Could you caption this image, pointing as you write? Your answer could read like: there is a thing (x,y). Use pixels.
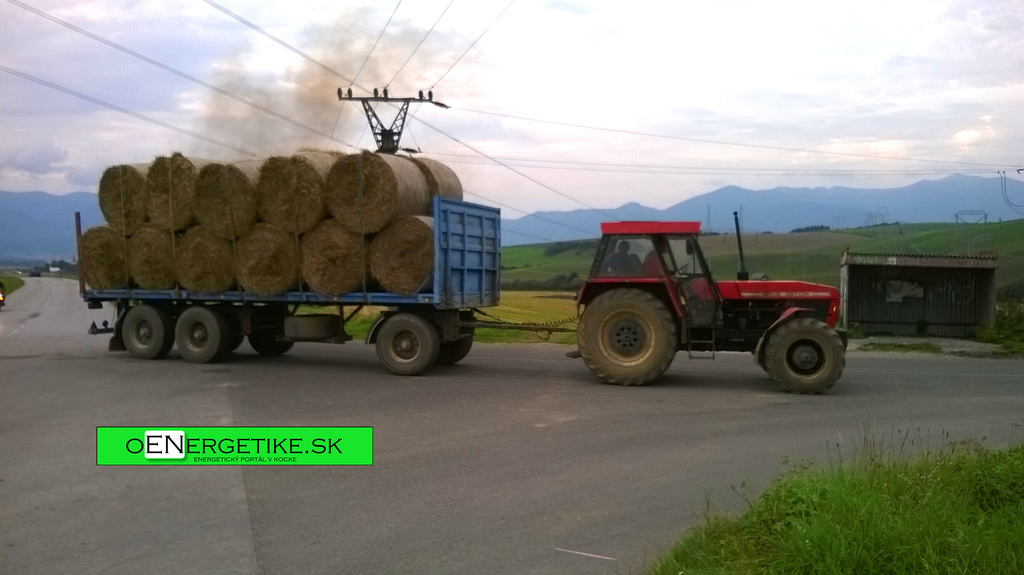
In this image there is a tractor (642,308) pulling load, there are towers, an electric pole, cables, a shed (936,319), few mountains (713,214), insulators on the pole (423,101), trees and some clouds (438,67) in the sky (395,115).
